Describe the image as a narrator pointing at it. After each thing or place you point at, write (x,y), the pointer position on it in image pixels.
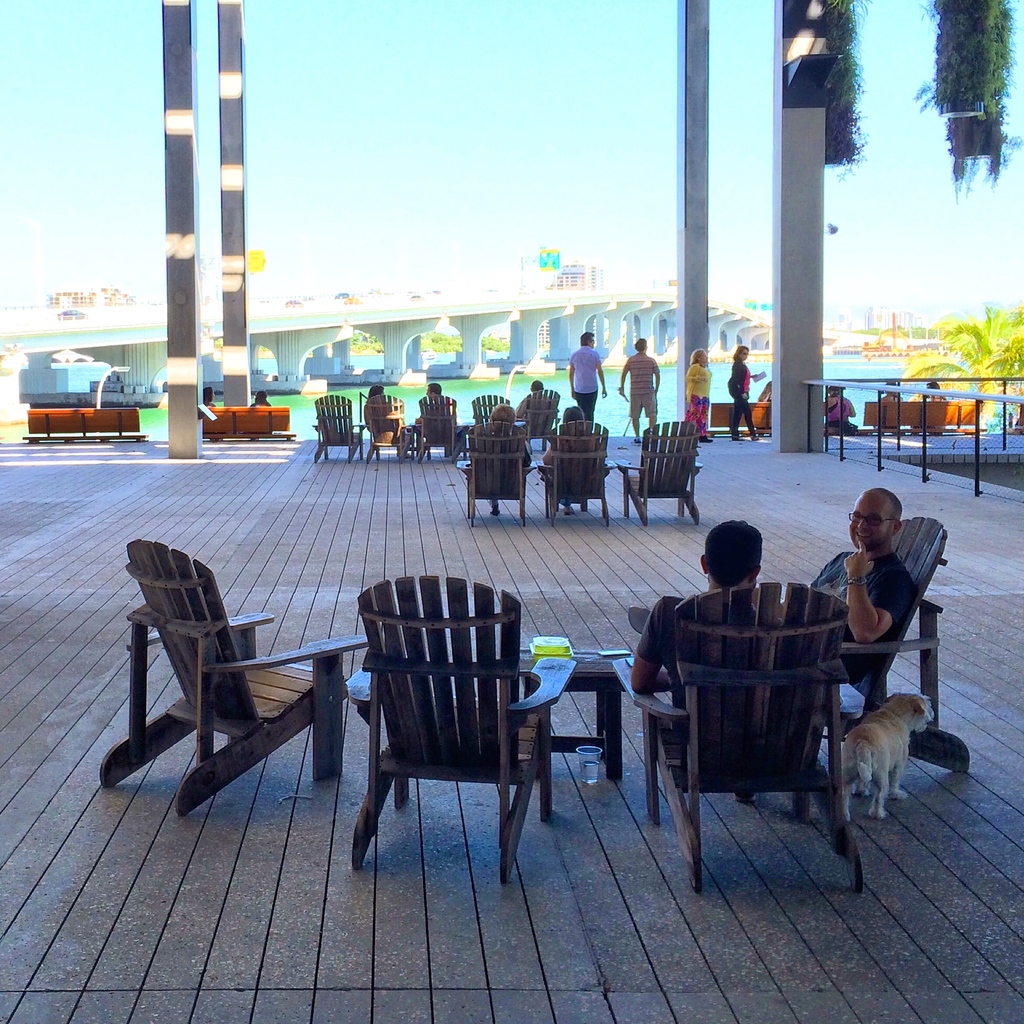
Few persons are sitting on the chairs (522,501) and few persons (708,374) are standing. We can see chairs (539,668), objects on the table (603,745), glass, dog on the floor (631,731). Afar we can see bridge (558,310), building (582,278), water (612,383), tree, sky (644,286). These are pillars (808,185).
